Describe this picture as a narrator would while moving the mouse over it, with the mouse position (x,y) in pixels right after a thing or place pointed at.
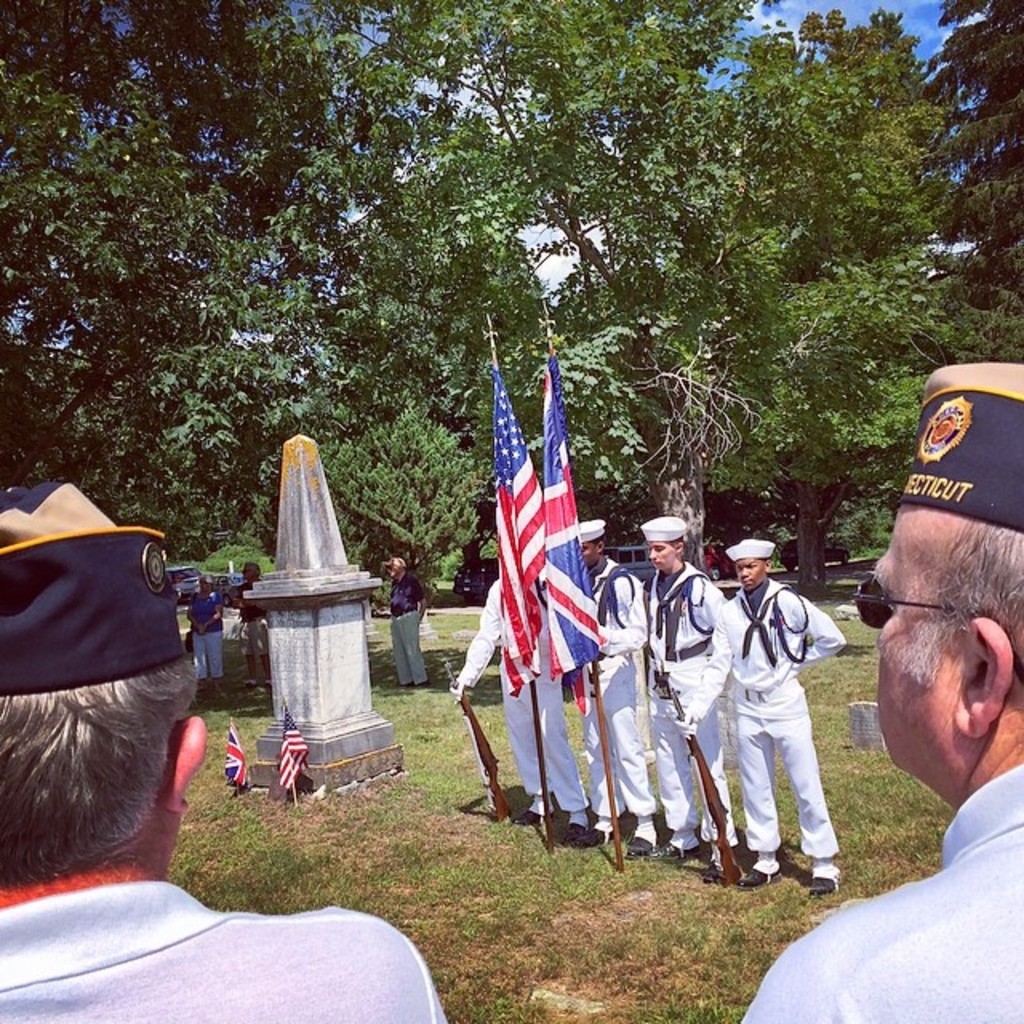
In this image we can see a few people (578,780), among them some people (564,719) are holding flags (565,677) and some are holding guns (468,694), there are some trees (362,523), vehicles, grave stones (289,621), flags (525,624) and grass (317,848), in the background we can see the sky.
